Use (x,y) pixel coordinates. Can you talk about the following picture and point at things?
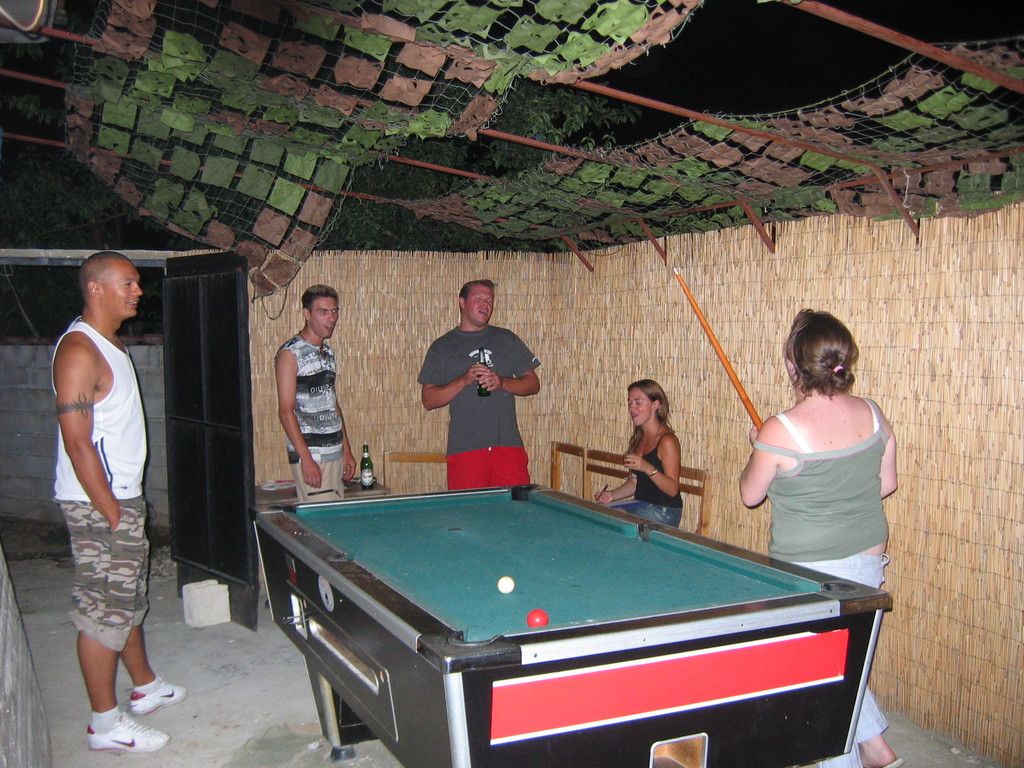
The women (824,451) in the right (828,469) is holding a snooker stick (738,381) and there is a snooker table (574,546) beside her and there are group of people (455,381) standing in front of her.
